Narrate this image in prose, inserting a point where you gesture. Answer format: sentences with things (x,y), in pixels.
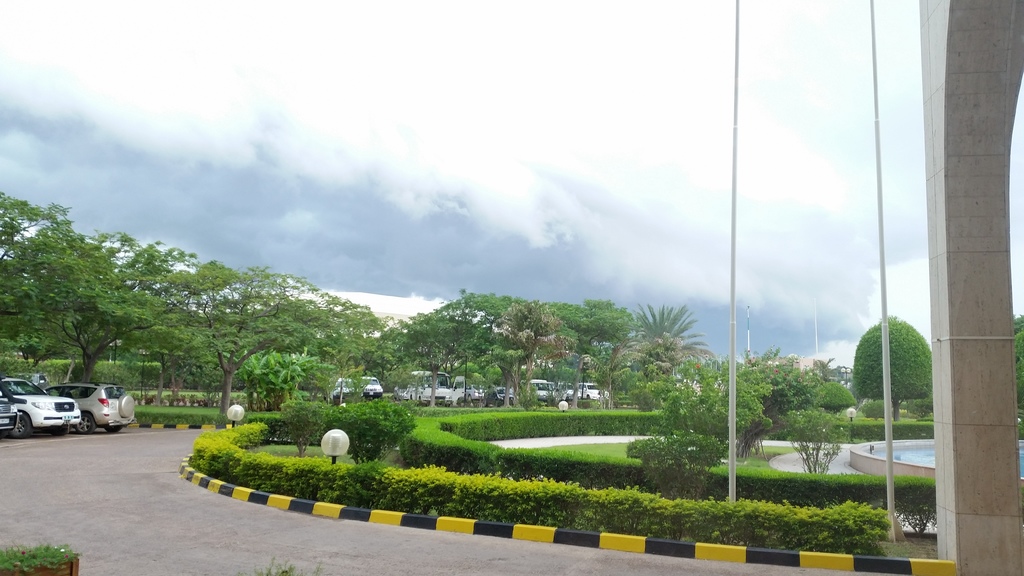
In this image, we can see some plants (460,410) and trees (319,352). There are cars (94,402) on the left side of the image (112,406). There are poles (734,260) and pillar (952,257) on the right side of the image (1002,346). In the background of the image (687,224), there is a sky (573,171).
